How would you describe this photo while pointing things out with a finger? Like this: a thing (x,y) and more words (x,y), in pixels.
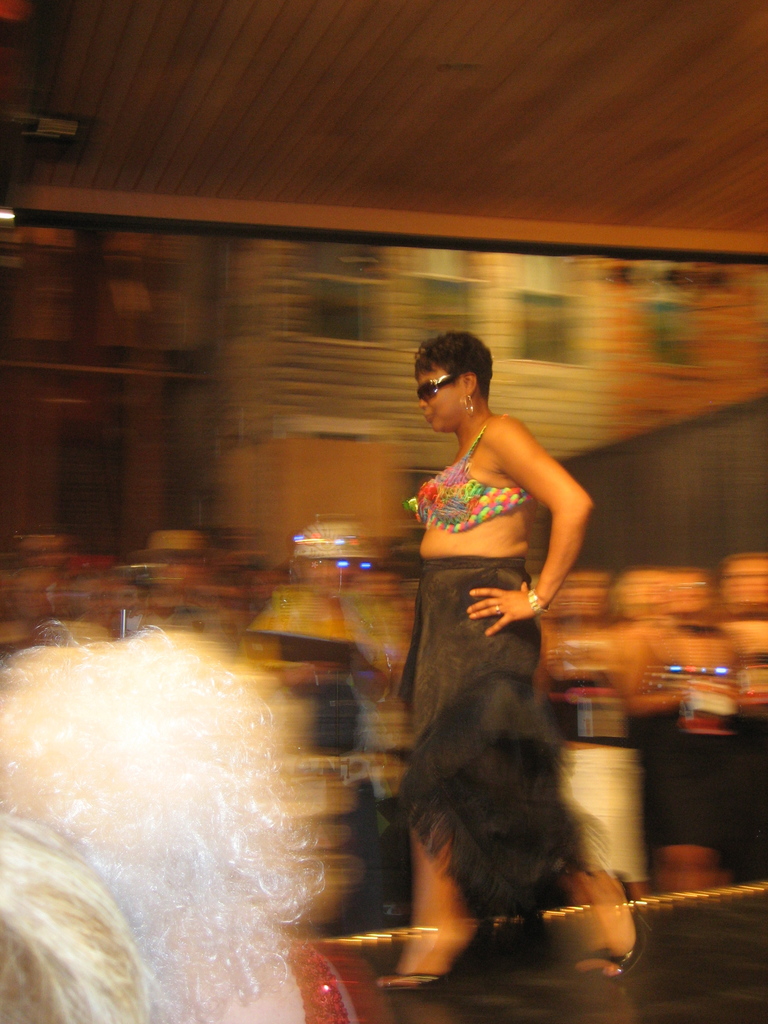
In this image a woman (500,581) is walking on the floor (452,1013). Behind her there are few persons (680,778) standing on the floor (701,898). This woman (461,483) is wearing goggles (428,394). Left bottom there are few persons (11,789). Top of image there is ceiling (589,216).
